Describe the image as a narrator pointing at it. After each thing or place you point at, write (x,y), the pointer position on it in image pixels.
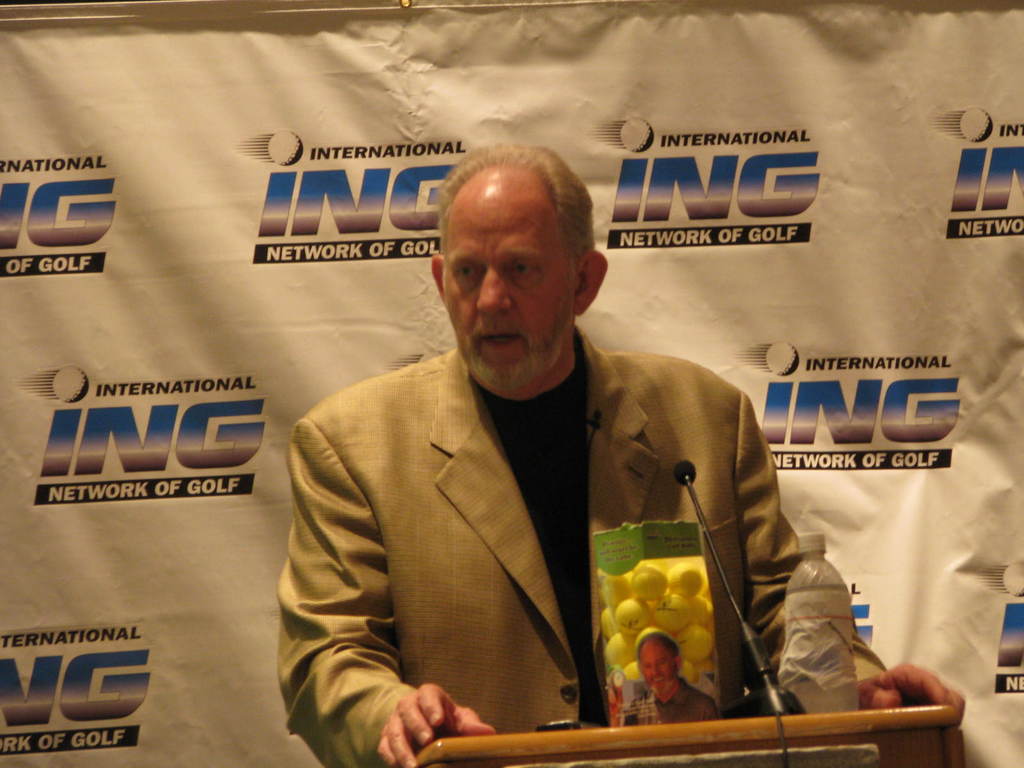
In the image there is an old man (511,438) in tan blazer (446,556) standing in front of dais (550,756) and talking on mic (678,480) and behind him there is a banner (907,262) on the wall (270,257).
